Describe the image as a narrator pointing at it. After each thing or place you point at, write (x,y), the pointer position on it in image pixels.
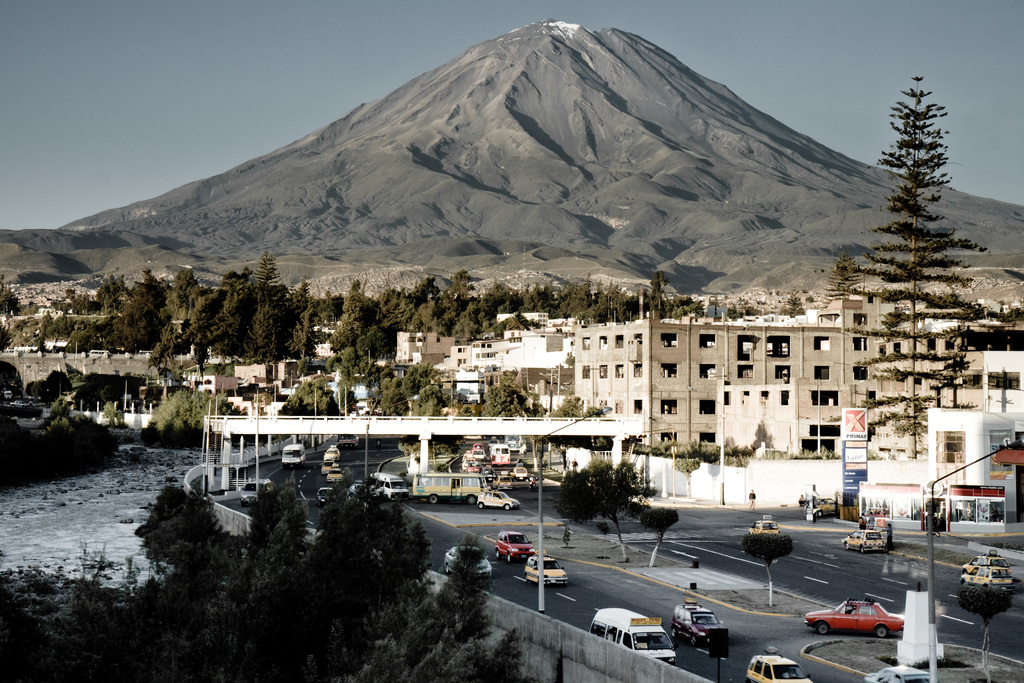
In front of the image there are trees (250,606), beside the trees (156,531) there is a river (110,516), beside the river (140,518) on the road (513,562) there are a few vehicles (329,463) passing. There are lamp posts (367,476), metal rods (214,417), bridges (434,433), sign boards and bushes (565,530). In the background of the image (693,363) there are trees (143,311), buildings (554,352) and a mountain (489,269).
